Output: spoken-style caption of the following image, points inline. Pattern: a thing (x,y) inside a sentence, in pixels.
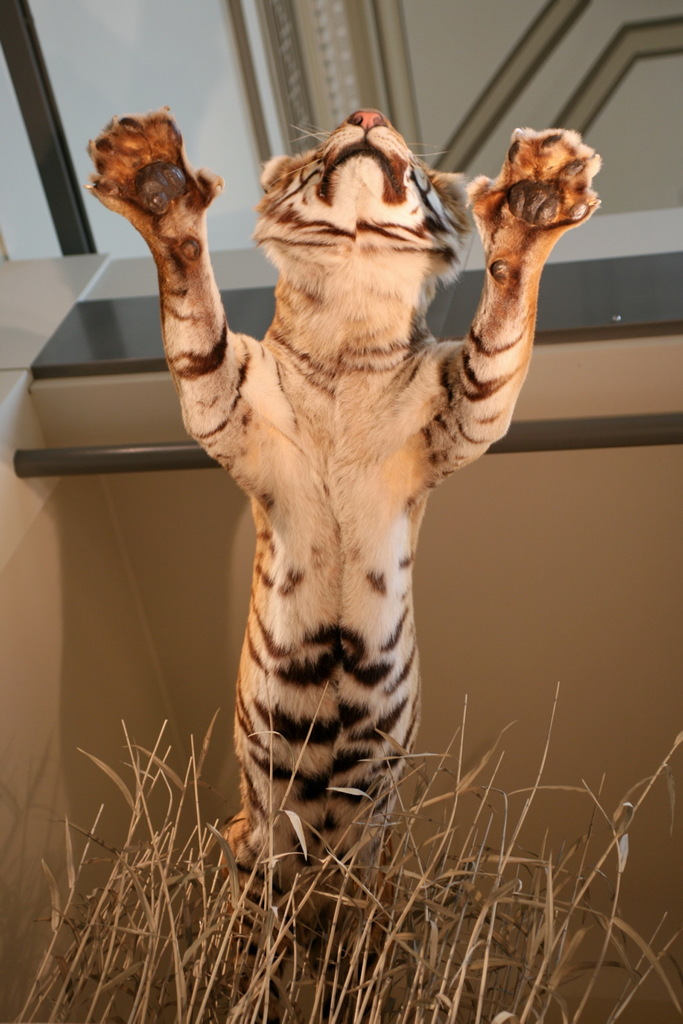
In the picture I can see an animal (330,398), the grass (644,780) and some other objects (461,327) in the background (461,327).
